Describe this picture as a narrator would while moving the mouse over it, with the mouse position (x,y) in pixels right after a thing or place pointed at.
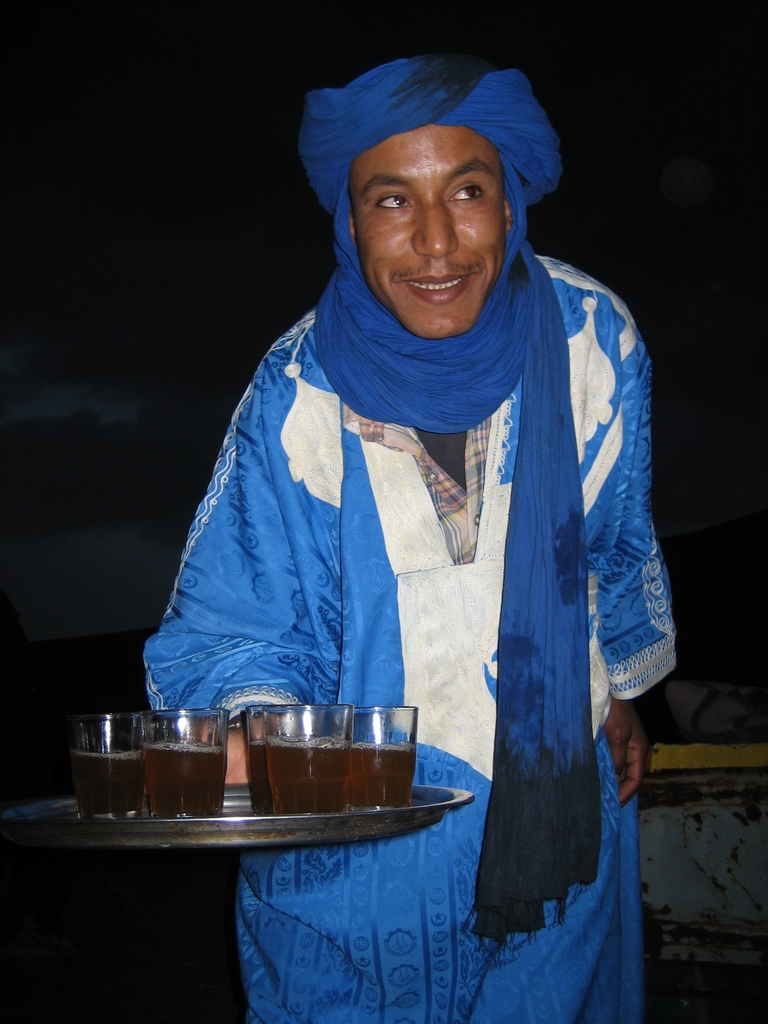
In this picture there is a person (467,704) wearing blue dress (480,653) is holding a plate (251,836) which has few glasses (311,774) of drinks (260,762) placed on it.
